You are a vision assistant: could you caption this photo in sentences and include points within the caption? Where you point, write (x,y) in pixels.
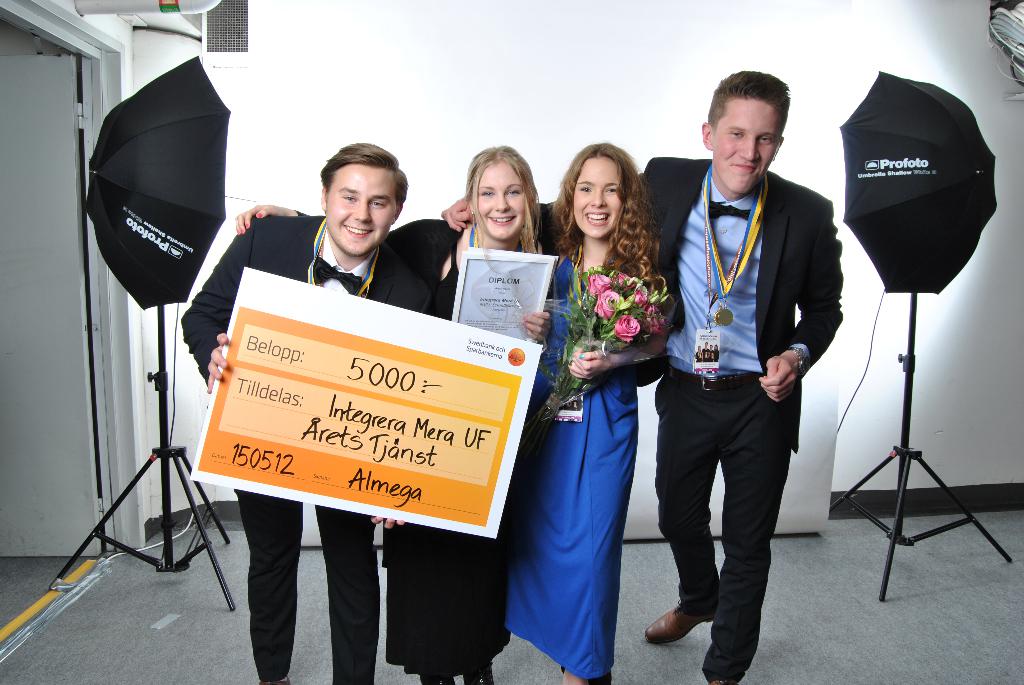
In this picture we can see few people (544,510), among them one person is holding a board (390,379), another woman (494,244) holding paper (511,277), one woman (560,523) is holding flower bouquet (610,333), side we can see some umbrellas (942,232).
